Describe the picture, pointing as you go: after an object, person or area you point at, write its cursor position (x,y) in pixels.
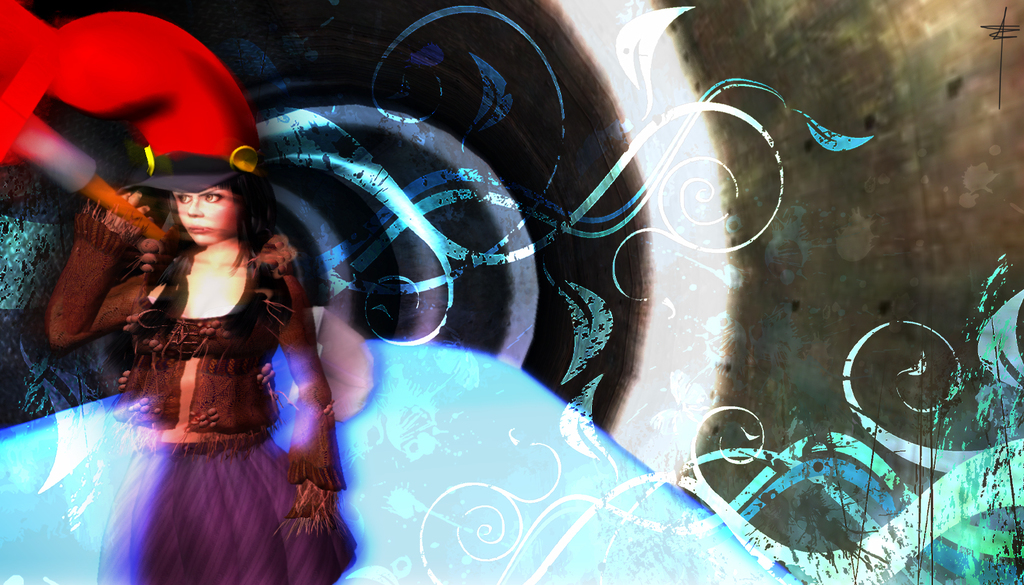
This is an animated image of a woman (169,450) standing, wearing clothes (153,455) and a hat (173,163) and the background (674,421) is full of decorative design (822,522).
